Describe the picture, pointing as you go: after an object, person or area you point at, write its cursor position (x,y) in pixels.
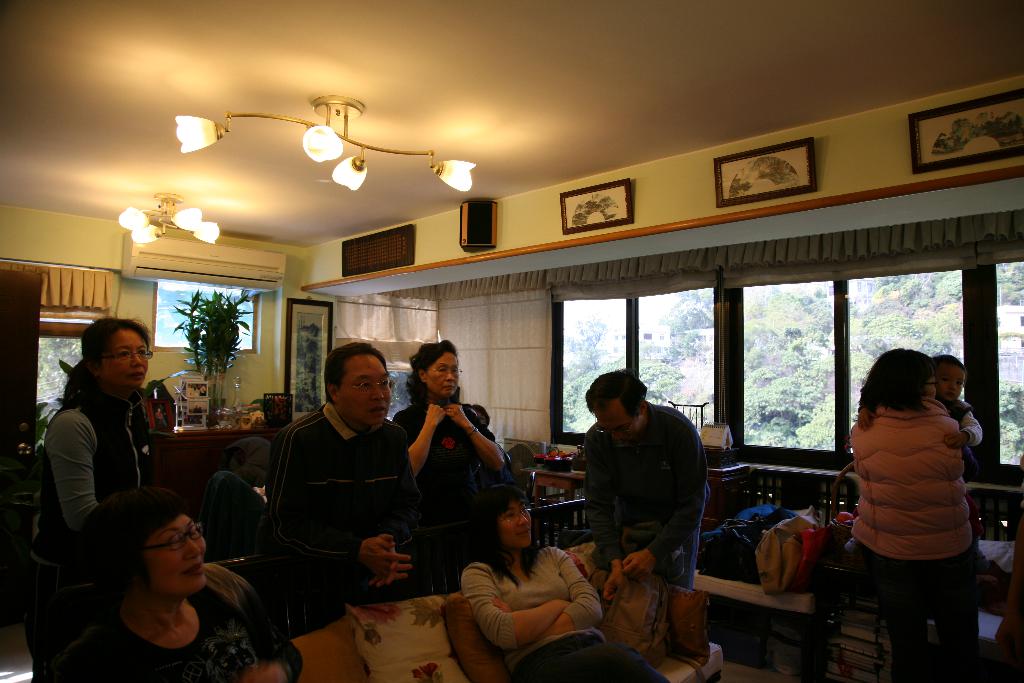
There are five people (498,458) standing and two people (529,602) sitting on the couch (381,629). These are the ceiling lights (196,143) attached to the rooftop (388,58). I can see an air conditioner (260,266), photo frames (593,211) attached to the wall (507,232). This is the house plant (223,369). These are the windows (684,329). I think this is the curtain (495,317) hanging. I can see trees (766,355) through the window (790,358). I think these are the luggage bags (771,564).
